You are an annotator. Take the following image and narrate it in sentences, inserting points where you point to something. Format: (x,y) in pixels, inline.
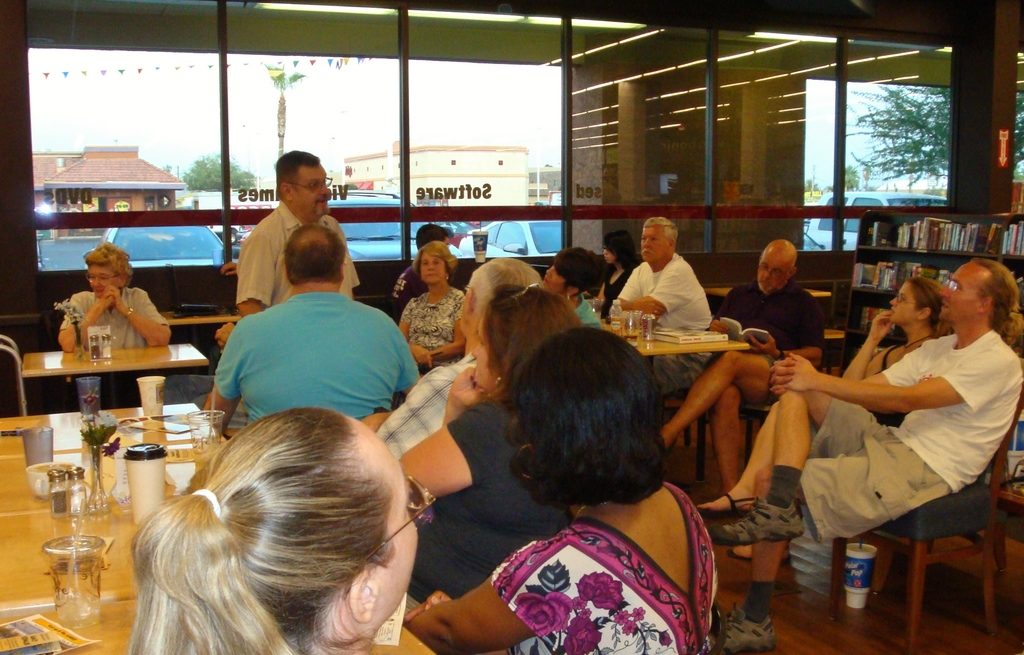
There are many people (265,449) sitting in the chair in front of the tables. There are men (859,454) and women (250,521) in this group (556,305). On the table (172,472) there are cups (132,493), glasses (71,565) and some food items (80,481) were there. In the background (202,171) there is a window (259,141) from which we can observe sky (152,128) and some trees (215,176) here.
